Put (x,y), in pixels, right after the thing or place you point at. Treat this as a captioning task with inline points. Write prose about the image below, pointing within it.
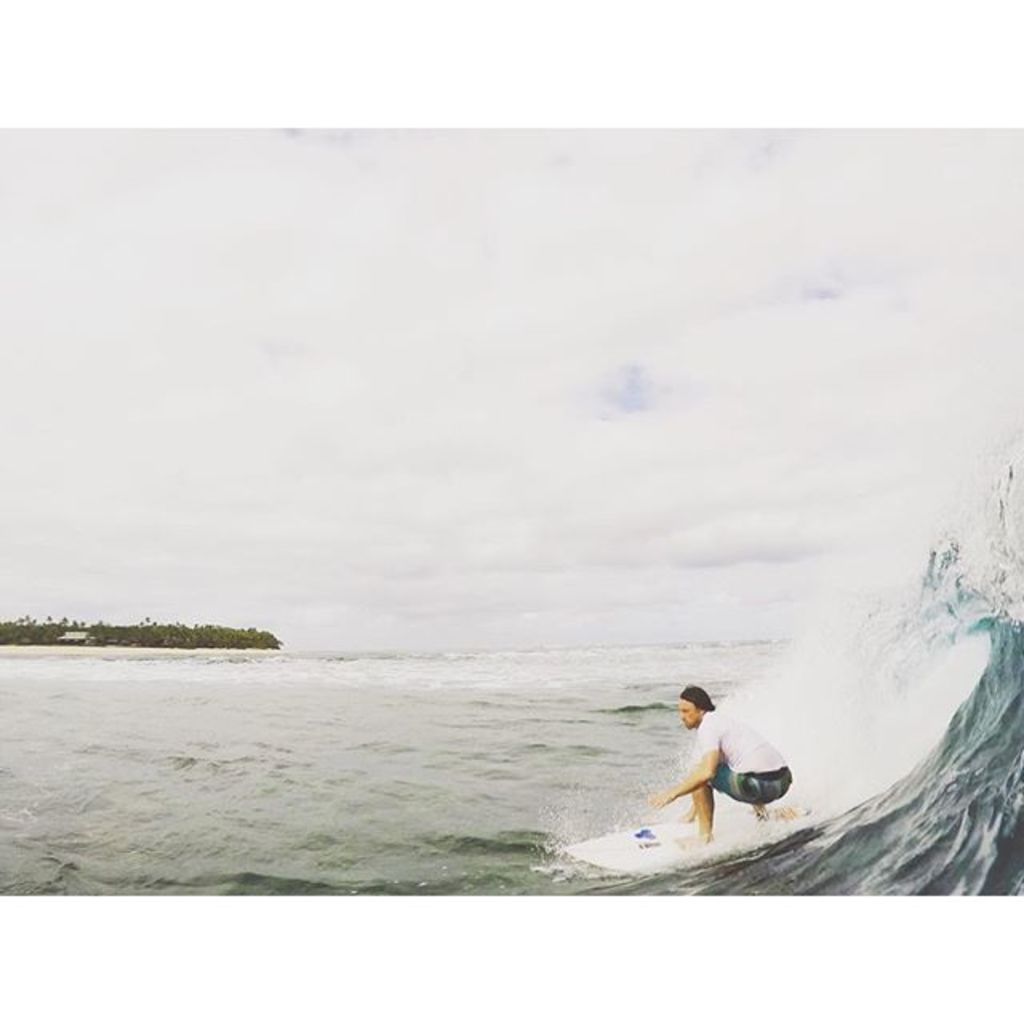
In the center of the image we can see one person (708,785) is surfing on the water (788,845). In the background (603,293), we can see the sky (604,641), clouds (465,638), trees (6,641), water (107,825) and a few other objects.
